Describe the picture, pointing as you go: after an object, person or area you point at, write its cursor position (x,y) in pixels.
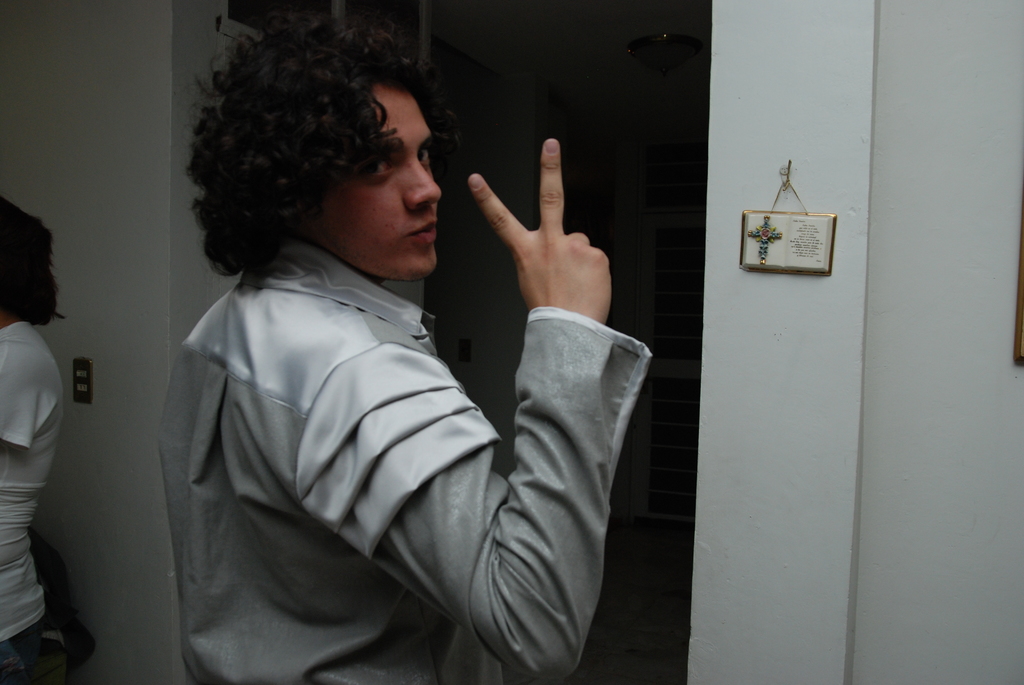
In this image we can see a man (536,473) standing. On the backside (803,261) we can see a switchboard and a photo frame (790,273) with the picture (762,240) and text (801,248) on a wall (96,305) and a woman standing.
